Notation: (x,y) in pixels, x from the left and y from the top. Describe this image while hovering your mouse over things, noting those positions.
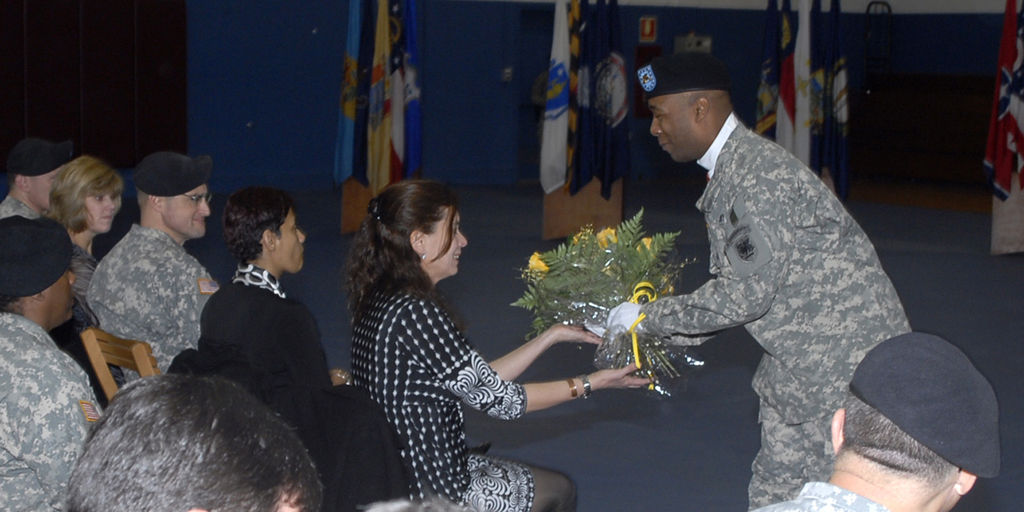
In the picture I can see a few persons (449,360) sitting on the chairs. I can see a man (820,233) on the right side (894,285) is giving bouquet (638,349) to a woman (428,318) on the left side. In the background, I can see the flag poles (393,121).
